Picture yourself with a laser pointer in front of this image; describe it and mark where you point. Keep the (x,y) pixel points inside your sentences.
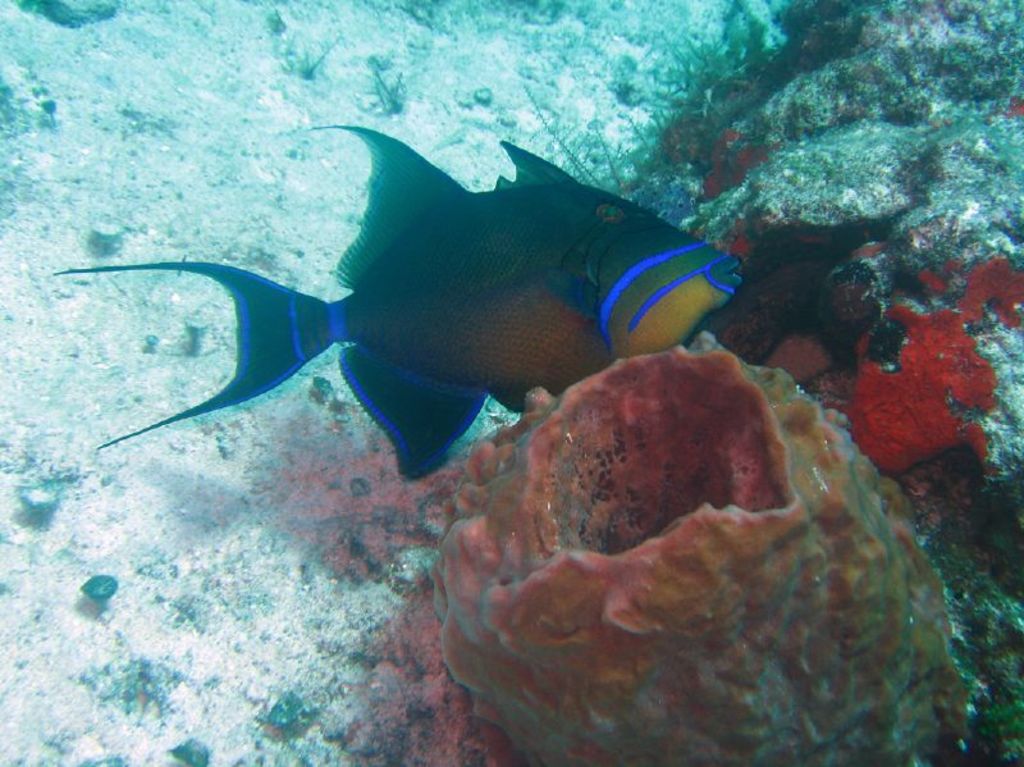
In this image we can see a fish (513,253) in the water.
